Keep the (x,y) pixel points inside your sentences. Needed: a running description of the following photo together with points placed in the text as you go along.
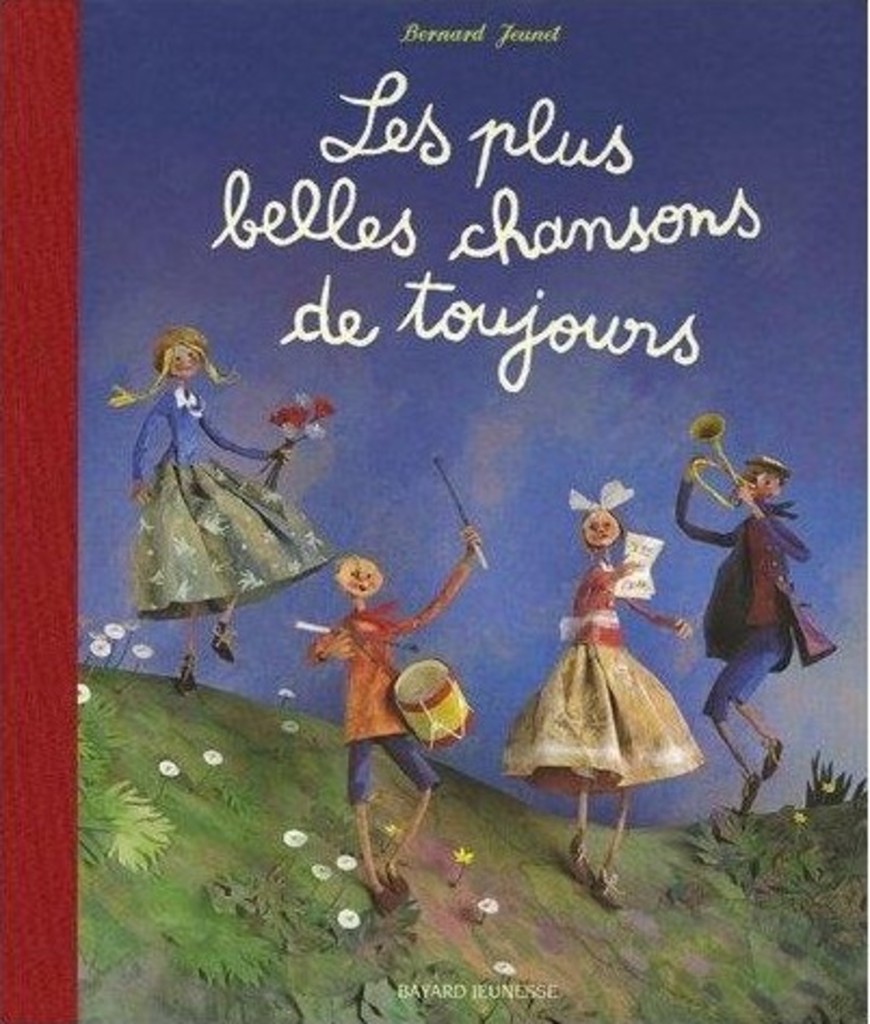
In this image we can see a painting (514,698). Also something is written. On the painting (207,464) we can see animated children (629,684). Few are holding musical instrument (415,690). Also there are plants (786,871).
